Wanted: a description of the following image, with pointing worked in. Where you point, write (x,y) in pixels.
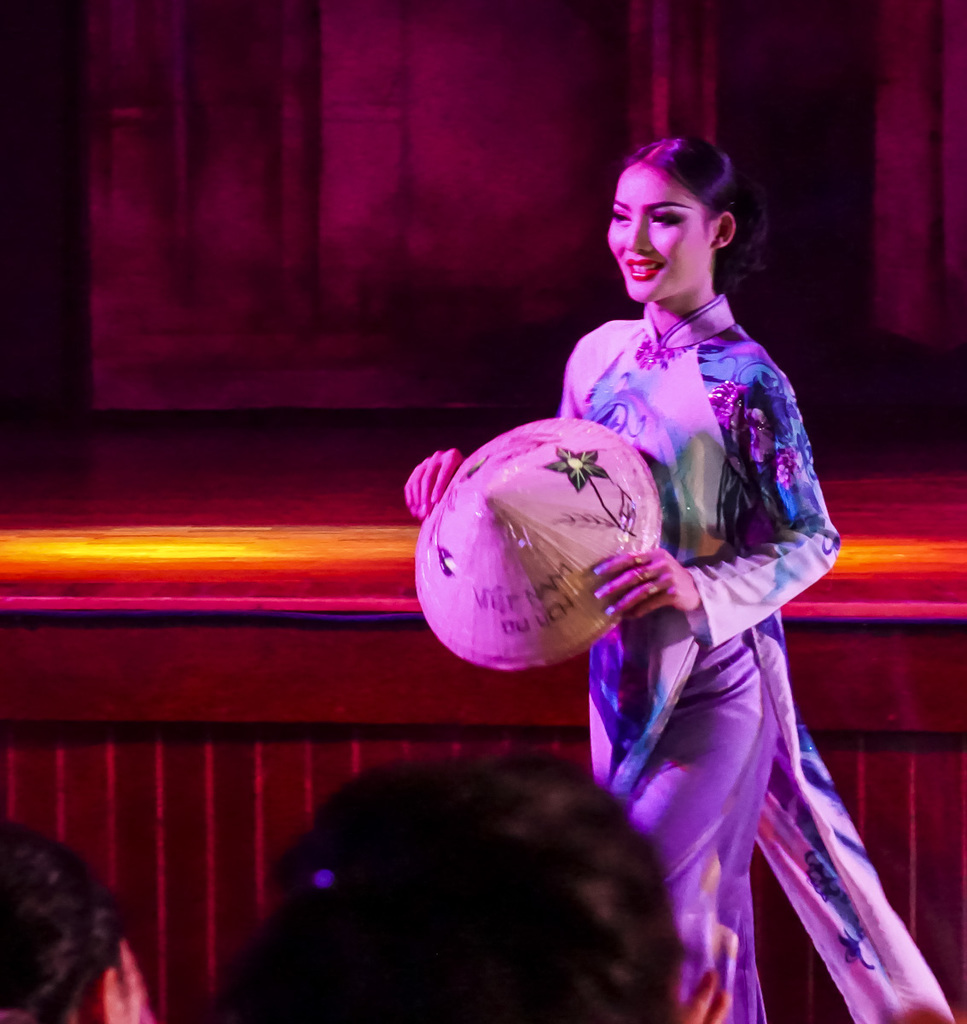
The picture consists of a woman (734,669) holding a hat (601,535) and walking. In the foreground (55,926) we can see the heads (400,885) of two persons (89,929). In the background (211,528) there is a stage (318,479). At the top (427,99) there are curtains (498,70).
